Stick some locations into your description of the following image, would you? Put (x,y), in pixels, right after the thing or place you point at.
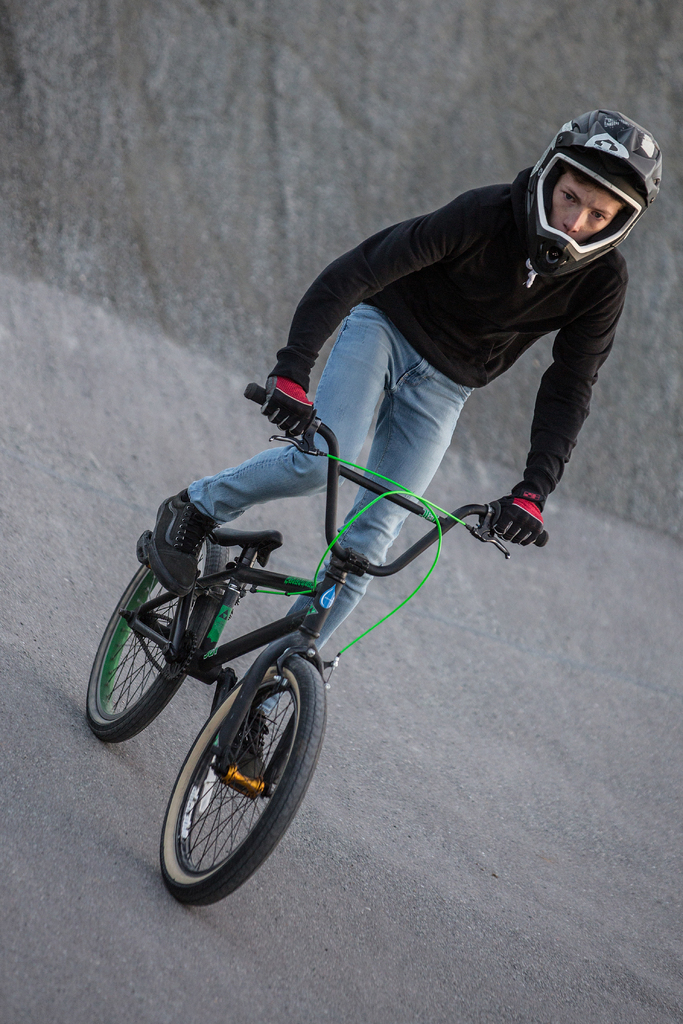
In this image there is a person (410,459) riding a bicycle (171,868) on the path (90,351).
